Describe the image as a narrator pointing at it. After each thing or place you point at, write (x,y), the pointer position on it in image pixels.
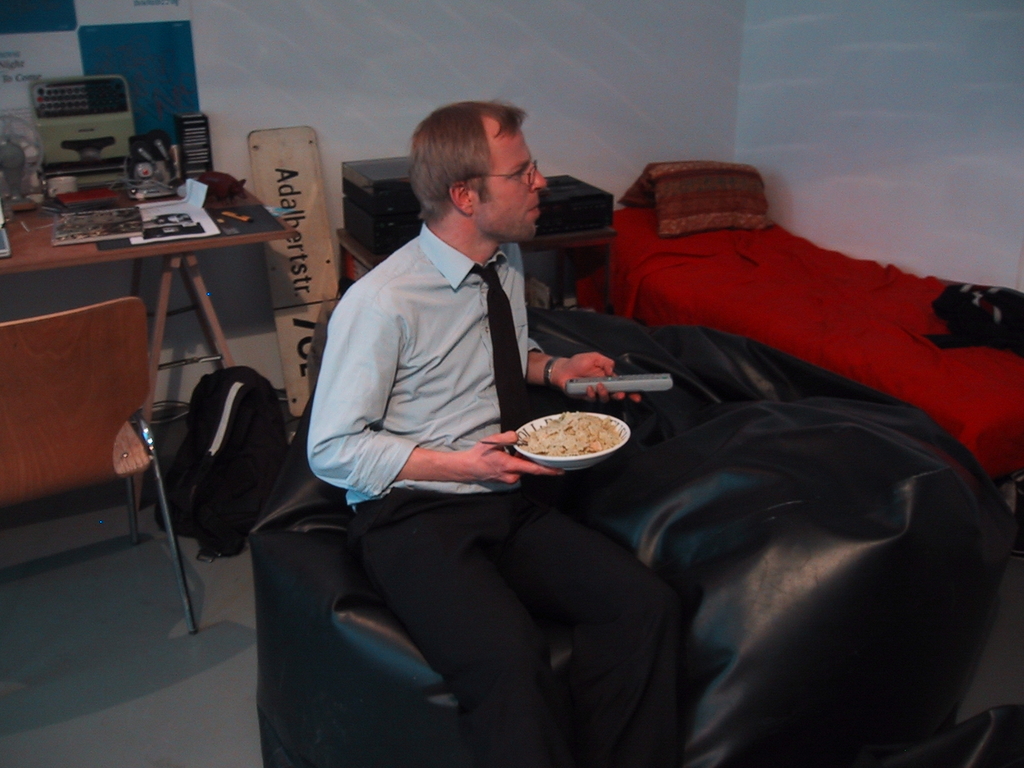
In this image I see a man (459,459) who is sitting on a couch (728,669) and holding a bowl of food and a remote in his hands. In the background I see a bed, a chair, a table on which there are few things (163,221) and the wall (21,273).
